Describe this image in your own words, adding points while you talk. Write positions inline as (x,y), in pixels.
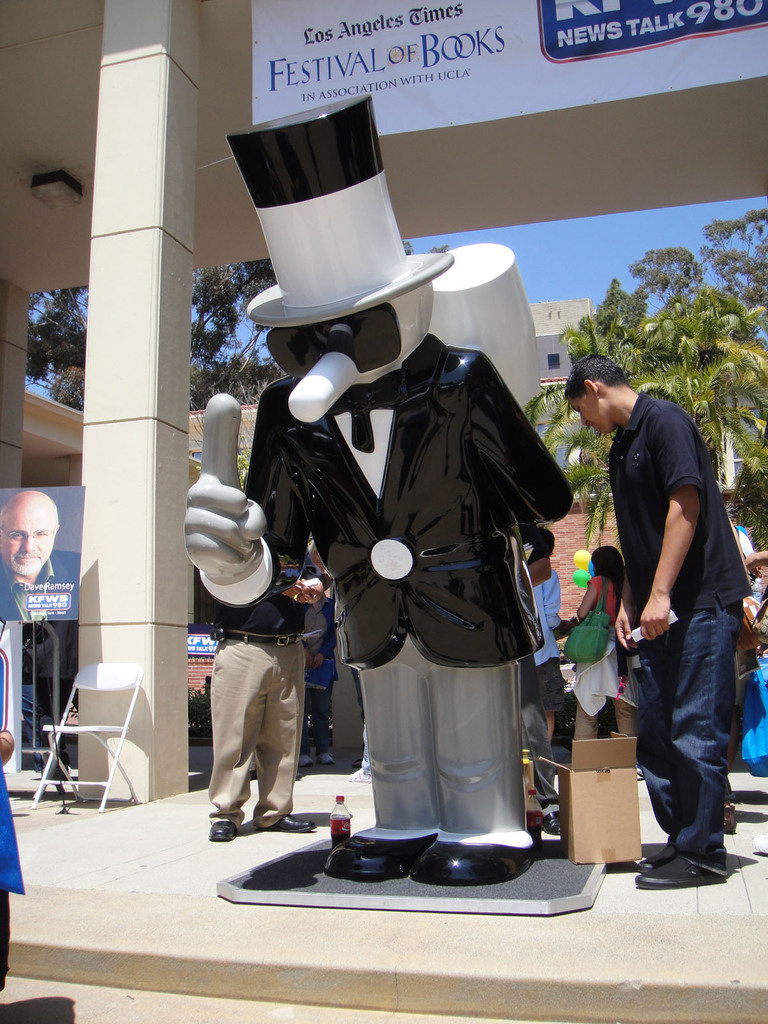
In the image there is a statue (509,301) of a cartoon character (312,447) in the middle (433,459) and many people (720,656) standing behind it followed by buildings (575,317) and trees (664,319) in the background (655,354) and above its sky (583,246).
